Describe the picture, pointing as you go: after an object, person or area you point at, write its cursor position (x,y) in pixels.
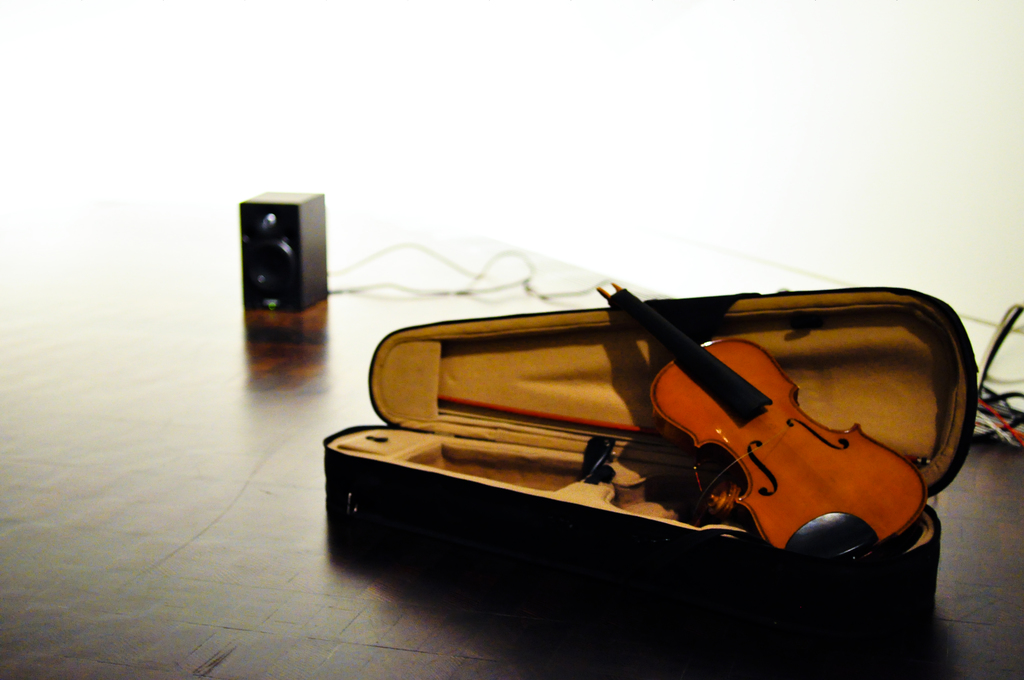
In the image there is a suit case (459,429), inside the suitcase (645,412) there is a violin (683,362) and violin stick (578,423). On left side (319,239) there is a speaker (295,211), from left to right there are wires (575,293) of speakers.
